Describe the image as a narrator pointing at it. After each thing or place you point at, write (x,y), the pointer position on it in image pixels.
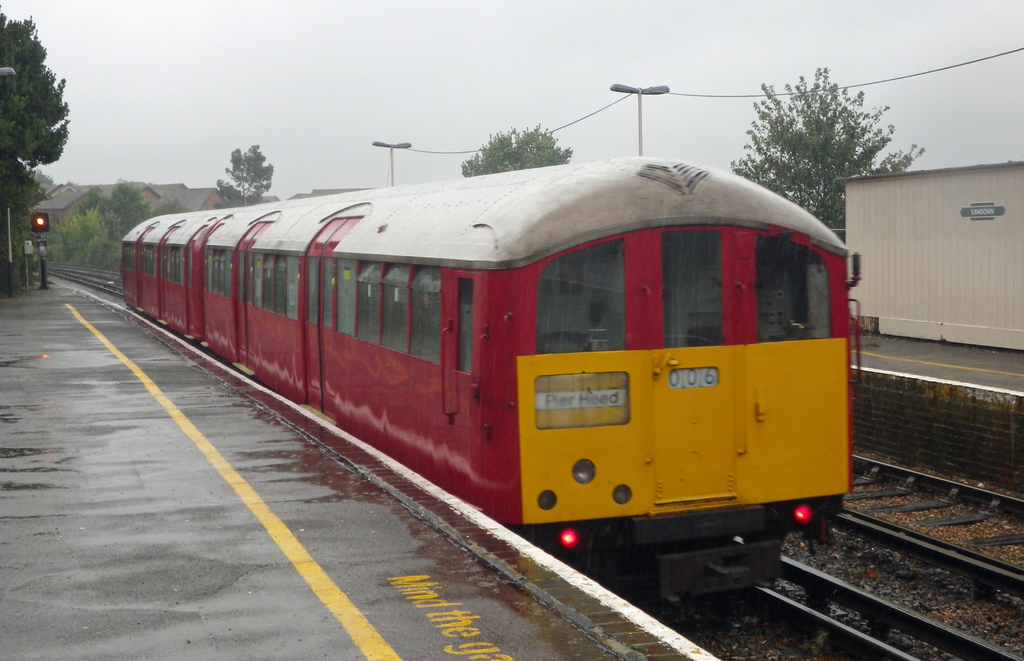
In this image we can see a train (552,305) on the railway track (808,548), there is a platform (126,408), a signal light (38,232), light poles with wires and there are few trees (787,153), buildings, and a white color object (932,233) looks like a container (938,252).
